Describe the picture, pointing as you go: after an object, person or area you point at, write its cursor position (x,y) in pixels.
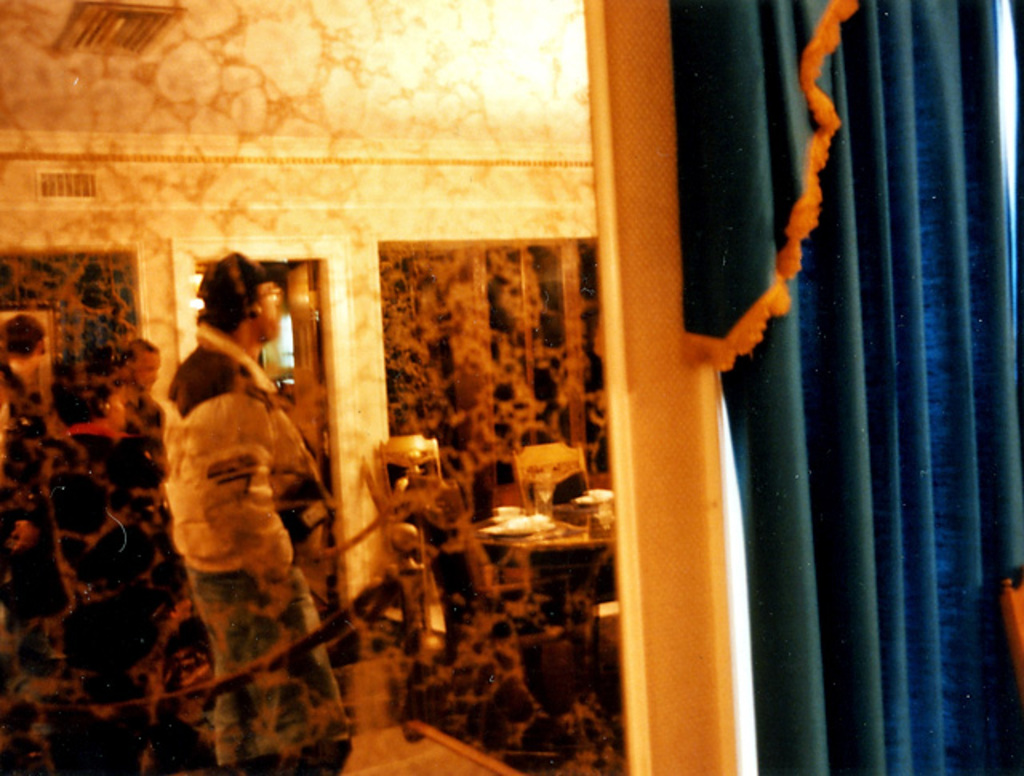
In this picture we can see a curtain (850,552) on the right side (861,552), on the left side (295,499) it looks like a glass (385,258), we can see reflection (350,564) of some persons (272,432) and a table (509,541) on the glass (544,541), there are some plates (492,532) present on this table (558,531).
